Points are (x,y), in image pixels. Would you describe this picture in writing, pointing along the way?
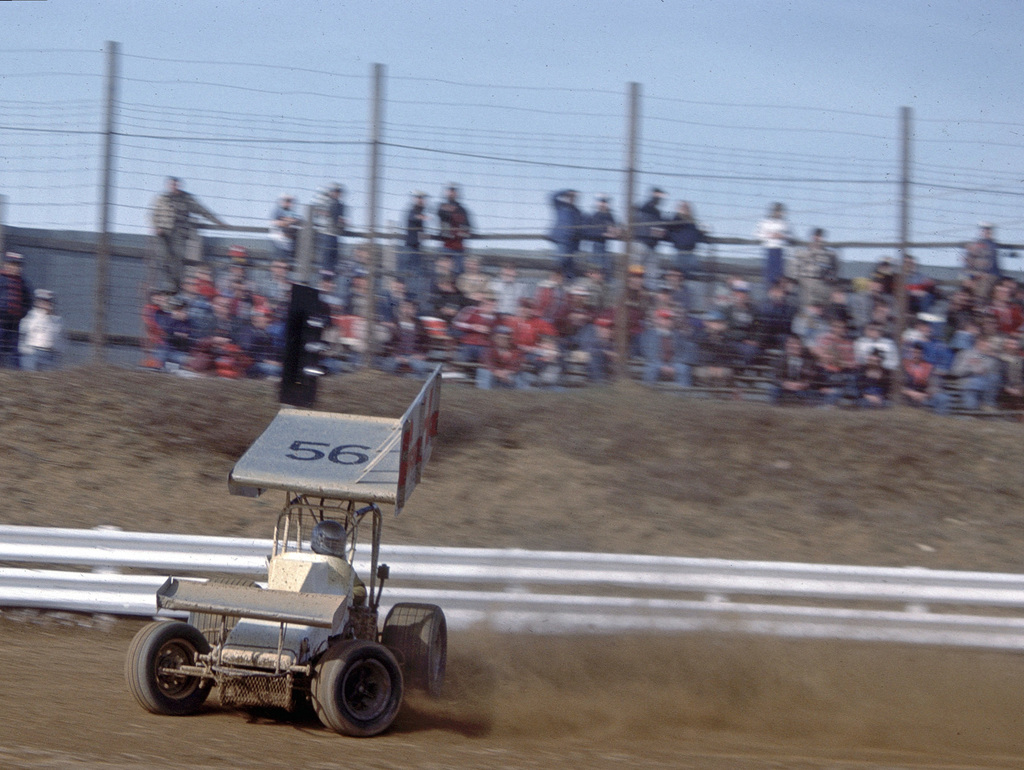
In this image, at the left side (250,702) there is a racing car (288,609), at the background (499,285) there is a fencing (293,190) and there are some people (597,346) sitting, at the top (689,106) there is a blue color sky (615,40).
